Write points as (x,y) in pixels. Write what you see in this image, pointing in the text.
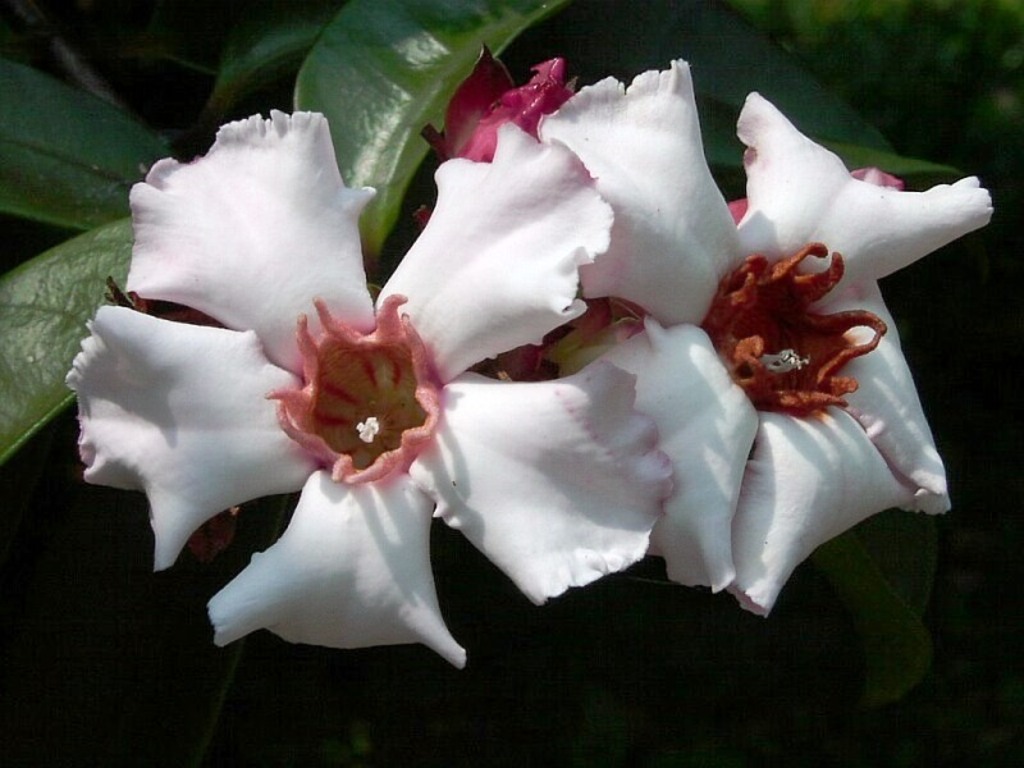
In this image there are two flowers (421,386) and a few leaves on a plant (510,333).
